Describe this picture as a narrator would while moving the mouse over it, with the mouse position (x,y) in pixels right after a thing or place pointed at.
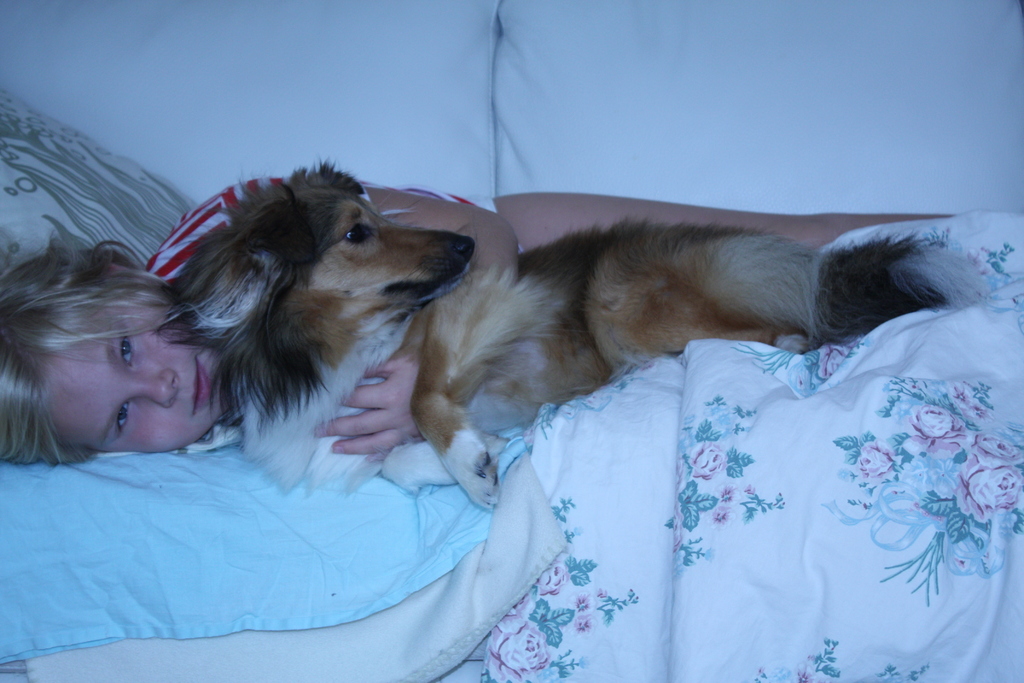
She is lying on a sofa (720,58). She is holding a dog (567,352) and she is not smiling. We can see in background (375,89) two white color pillows (458,104).
